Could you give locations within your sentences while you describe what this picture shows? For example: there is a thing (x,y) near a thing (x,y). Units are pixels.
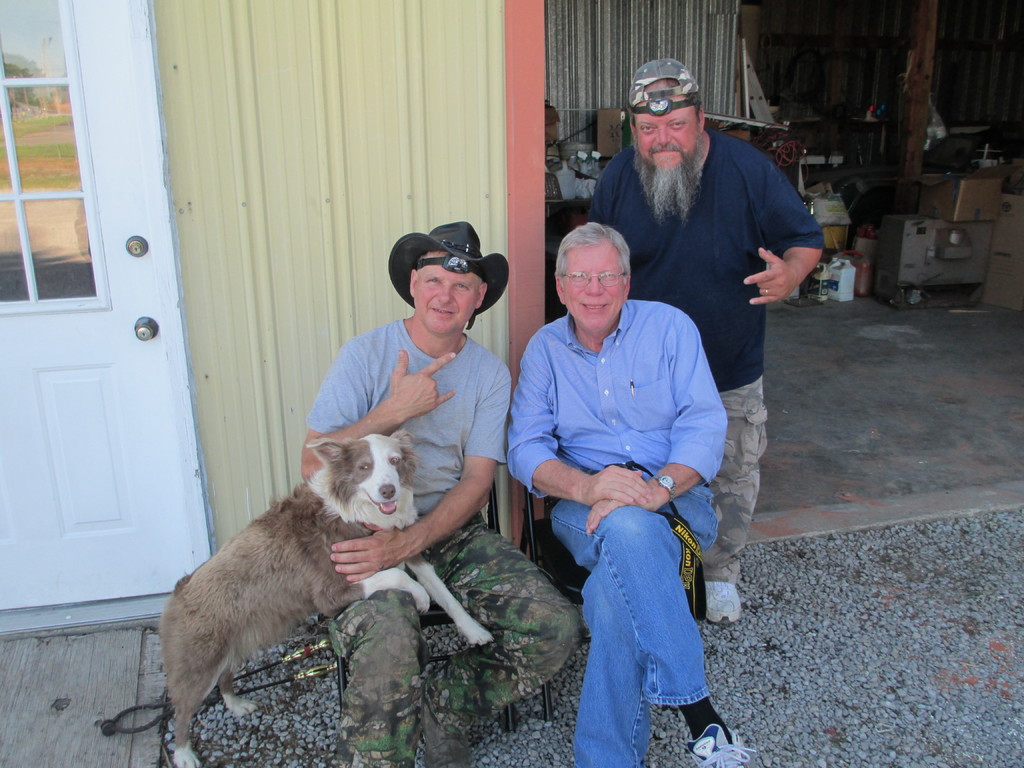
As we can see in the image there is a door (8,291), dog (321,589), three people (311,464).
